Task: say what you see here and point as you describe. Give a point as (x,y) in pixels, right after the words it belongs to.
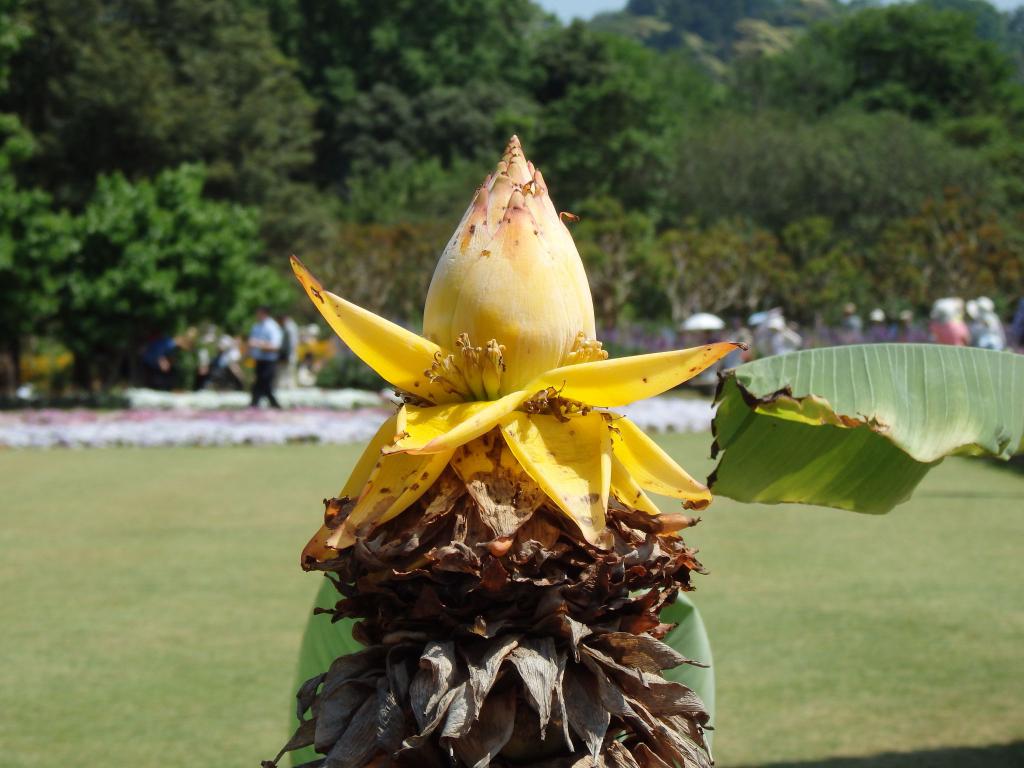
In this image we can see a flower (465,411) of a banana tree (467,435). We can also see some dried leaves (507,717). On the right side (753,460) we can see a green banana leaf (779,460). On the backside (252,394) we can see some people (993,321) walking. We can also see grass (169,506), group of trees (345,196) and the sky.
